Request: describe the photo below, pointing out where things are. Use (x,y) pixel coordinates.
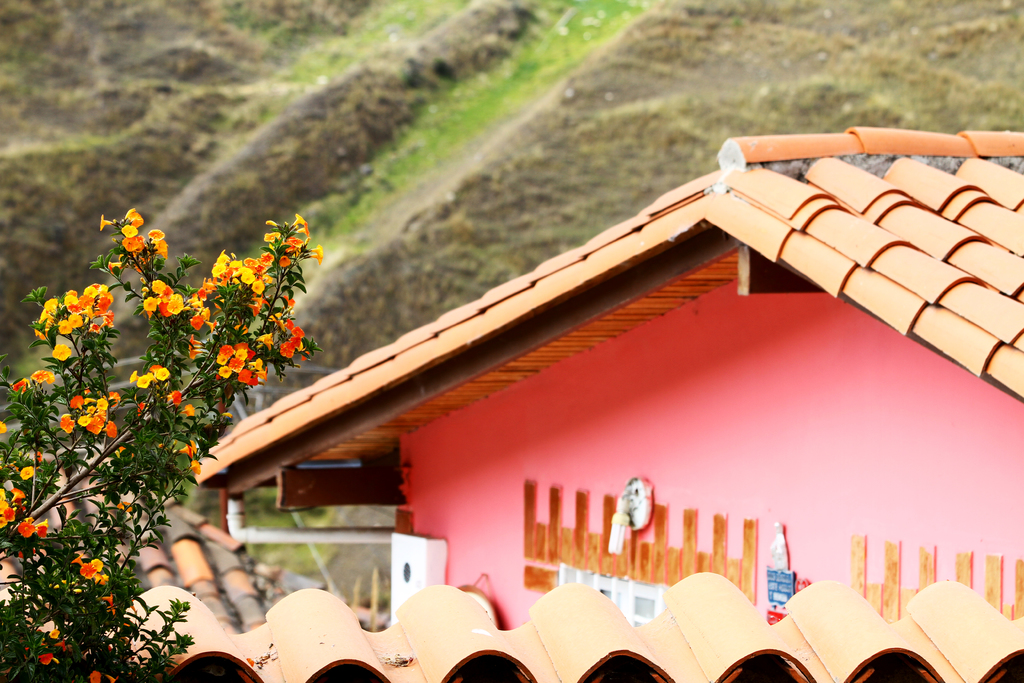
This image is taken outdoors. In the background (395,106) there is a ground (494,182) with grass (901,113) on it. On the left side of the image (119,443) there is a tree (119,506) with leaves (110,540), stems (99,458), branches (34,497) and flowers (26,473). In the middle of the image (553,434) there is a house (408,570) with walls (774,383), windows (629,593) and roofs (690,590).
